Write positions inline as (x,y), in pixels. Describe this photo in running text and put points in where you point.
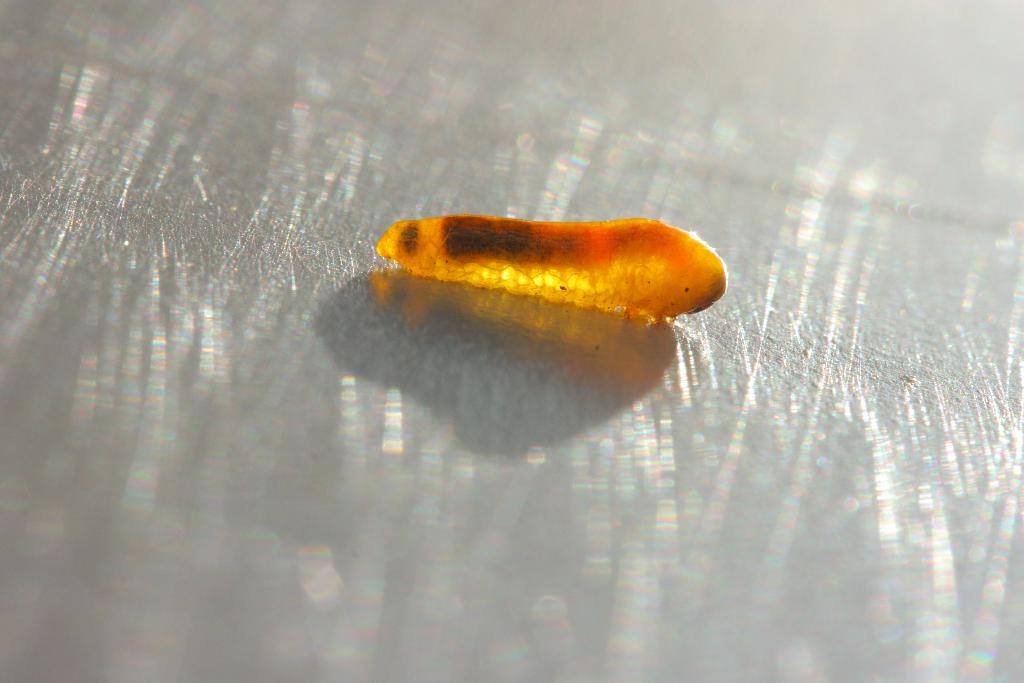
In this picture we can see an insect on a platform (193,180).
